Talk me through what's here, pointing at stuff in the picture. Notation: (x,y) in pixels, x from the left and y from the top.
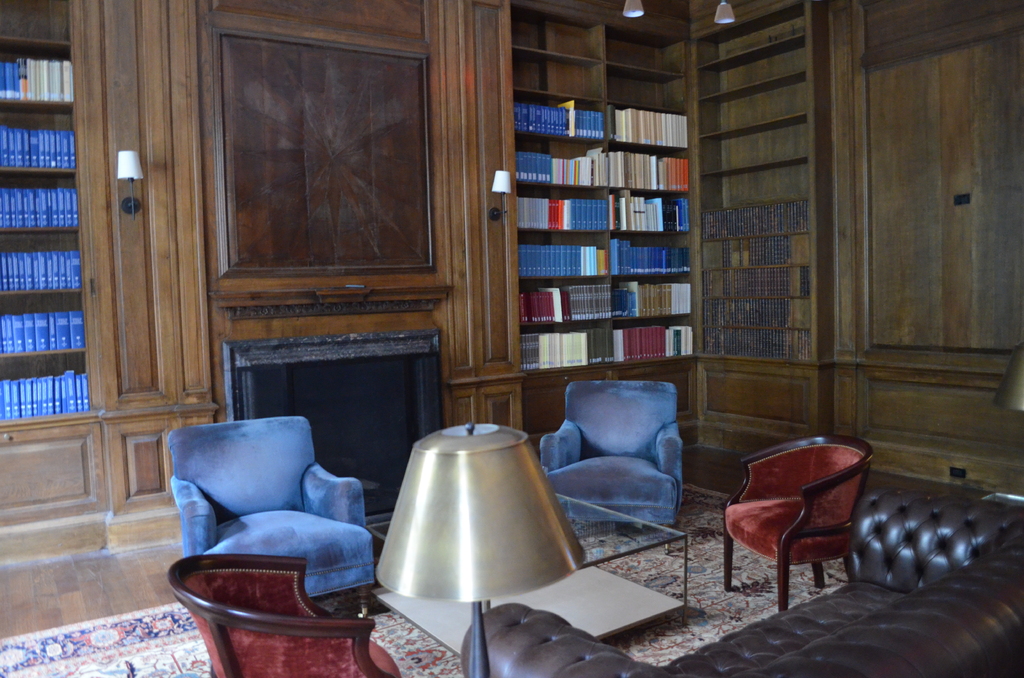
A living room (213,354) with sofa chairs (632,408), two chairs (258,651), a lamp (436,589), sofa (936,565) and large number of books (568,226) in the shelves (44,103).
